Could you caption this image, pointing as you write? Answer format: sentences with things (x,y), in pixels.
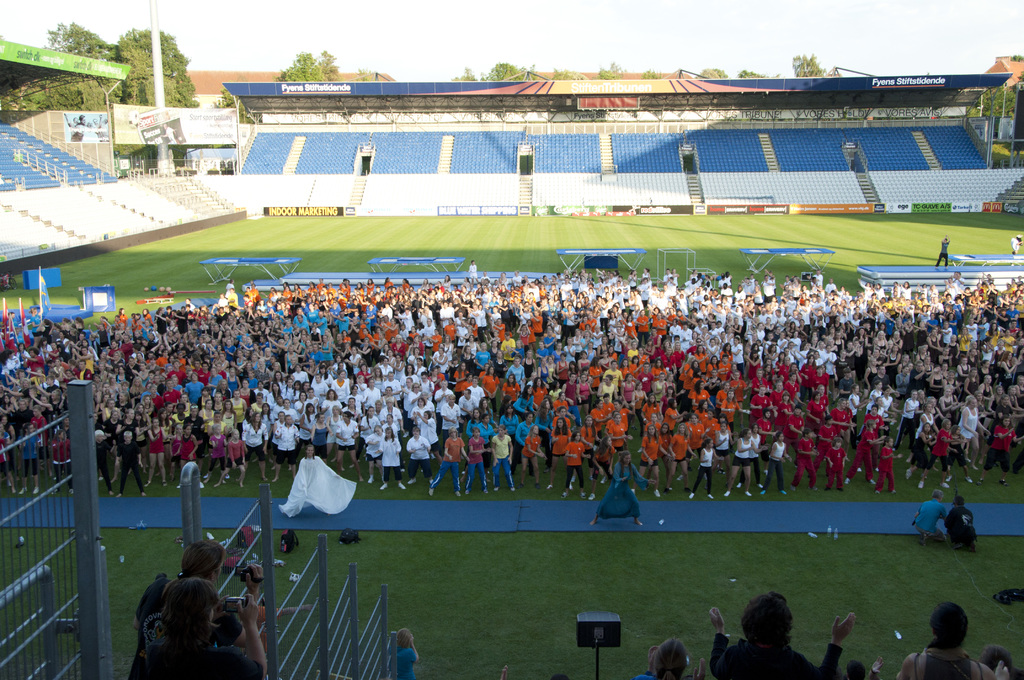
In this image can see a crowd (496,370). At the bottom (223,573) there are railings (357,607) and there are few people (981,679). In the background (210,184) there are steps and chairs (30,186). Also there are tables (578,259) and there are banners (120,128). In the background (164,73) there are trees (121,80) and sky (663,42).
